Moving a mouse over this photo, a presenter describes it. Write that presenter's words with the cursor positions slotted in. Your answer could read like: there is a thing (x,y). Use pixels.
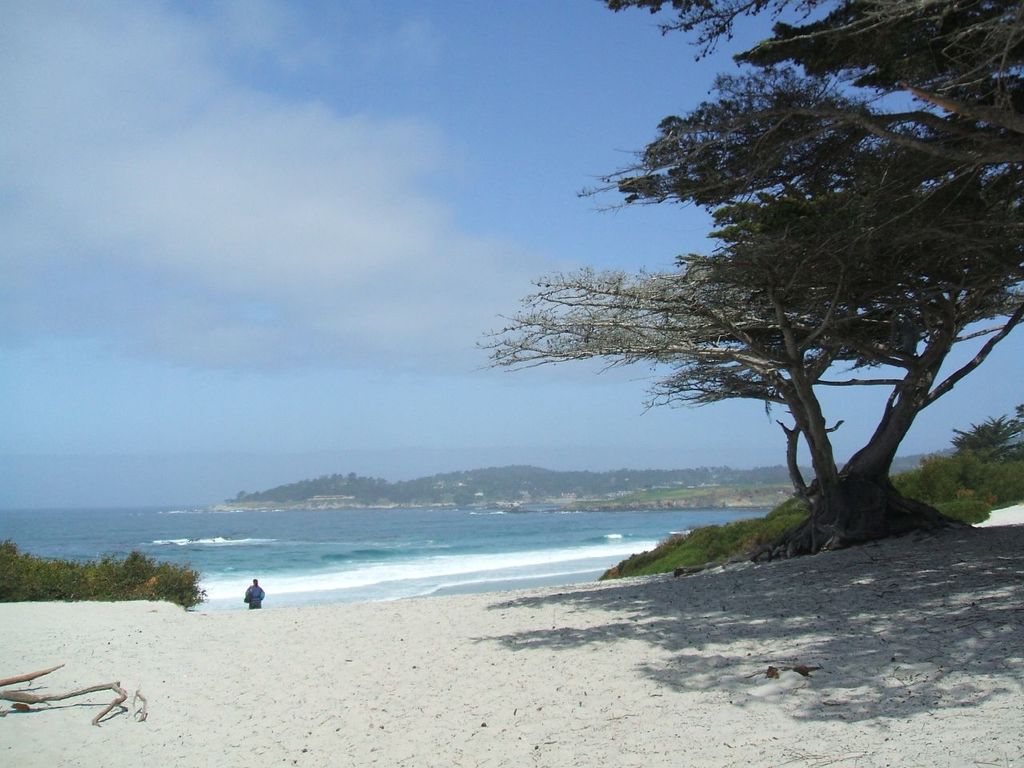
In this image we can see plants (70,580), trees (801,389), mountains (475,498), there is a person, also we can see the ocean (367,537) and the sky (338,231).
